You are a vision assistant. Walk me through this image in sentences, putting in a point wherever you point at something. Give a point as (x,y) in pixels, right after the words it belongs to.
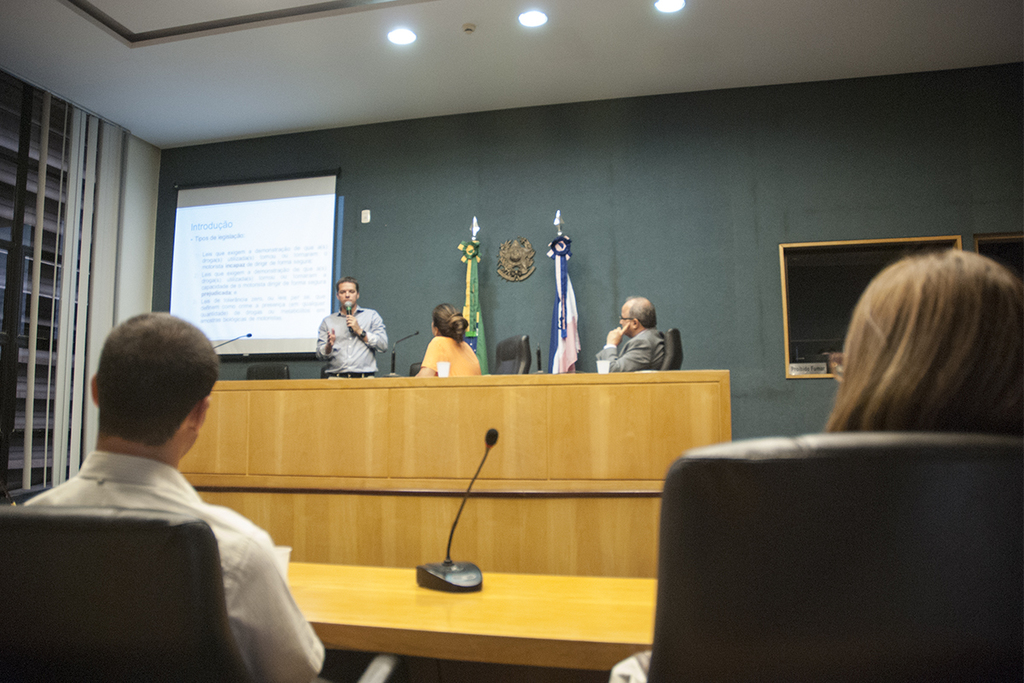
In this image at the bottom (242,589) there are two persons (283,592) who are sitting on chairs (690,599), in front of them there is one table (466,601). And on the table (477,595) there is one mike (495,441), and in the center (554,423) there is one table (340,413) and three persons (457,351) two of them are sitting and one person (357,331) is standing and talking in a mike (344,309). On the left side (90,280) there is a window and screen (248,298), and in the center (475,324) there are two flags (559,328) and poles (562,331). On the right side (800,285) there are two televisions (831,267), and on the top (422,54) there is ceiling (568,24) and some lights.
